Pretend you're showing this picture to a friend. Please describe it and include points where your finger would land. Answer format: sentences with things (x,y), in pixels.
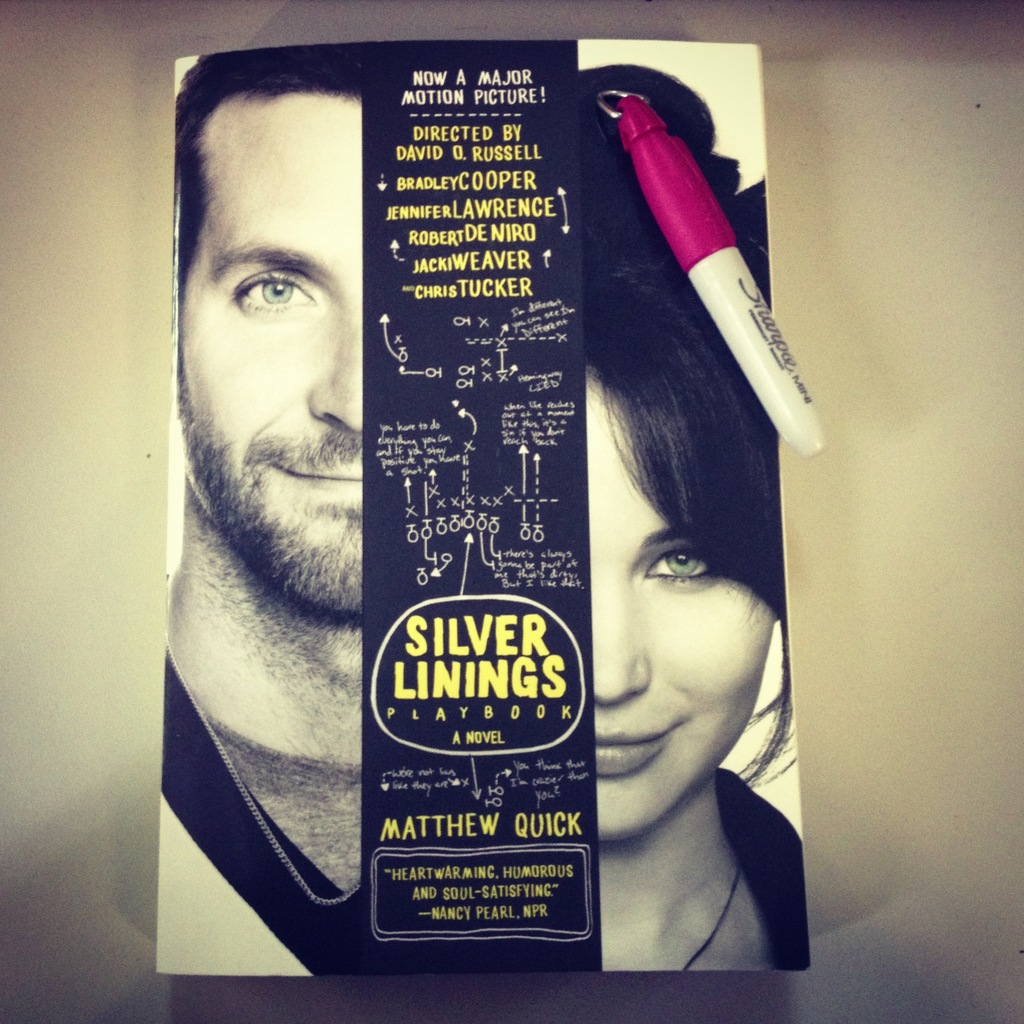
In this picture I can observe cover page (326,463) of a book (395,600). I can observe man (292,313) and a woman (682,382) on this cover page (550,485). In the background (48,321) I can observe white color surface (62,218).
